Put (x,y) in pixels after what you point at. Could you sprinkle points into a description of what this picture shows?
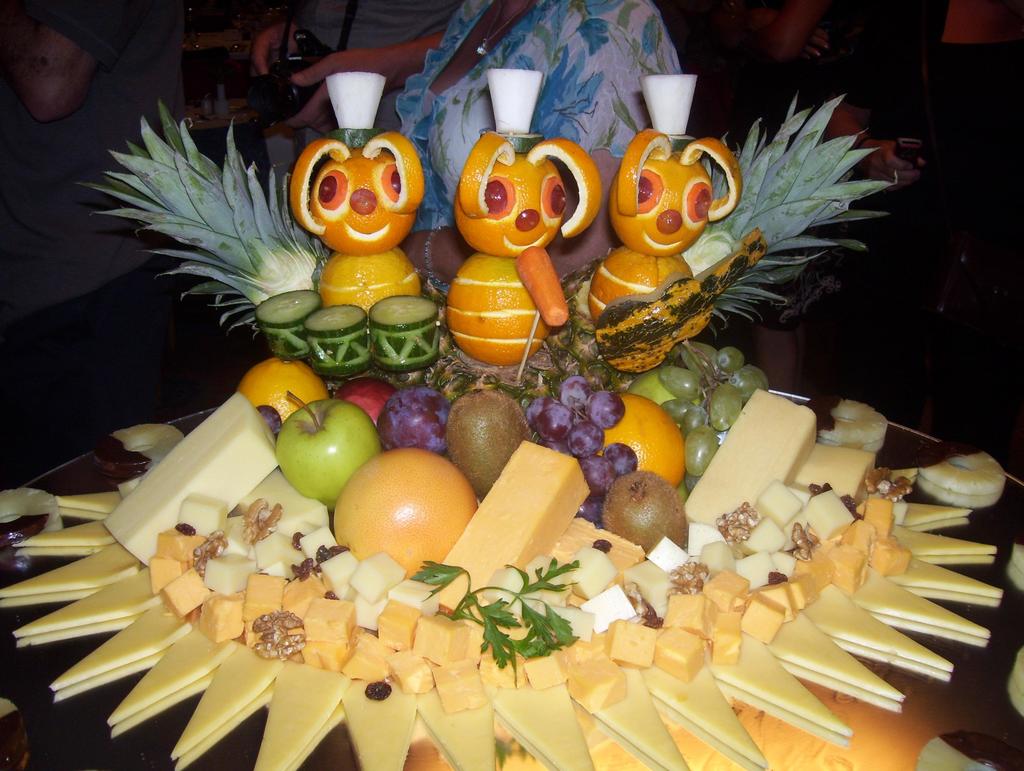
In this picture we can see a group of fruits (707,306) on a platform (528,770) and in the background (728,49) we can see some people (440,118), camera (296,90) and some objects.
